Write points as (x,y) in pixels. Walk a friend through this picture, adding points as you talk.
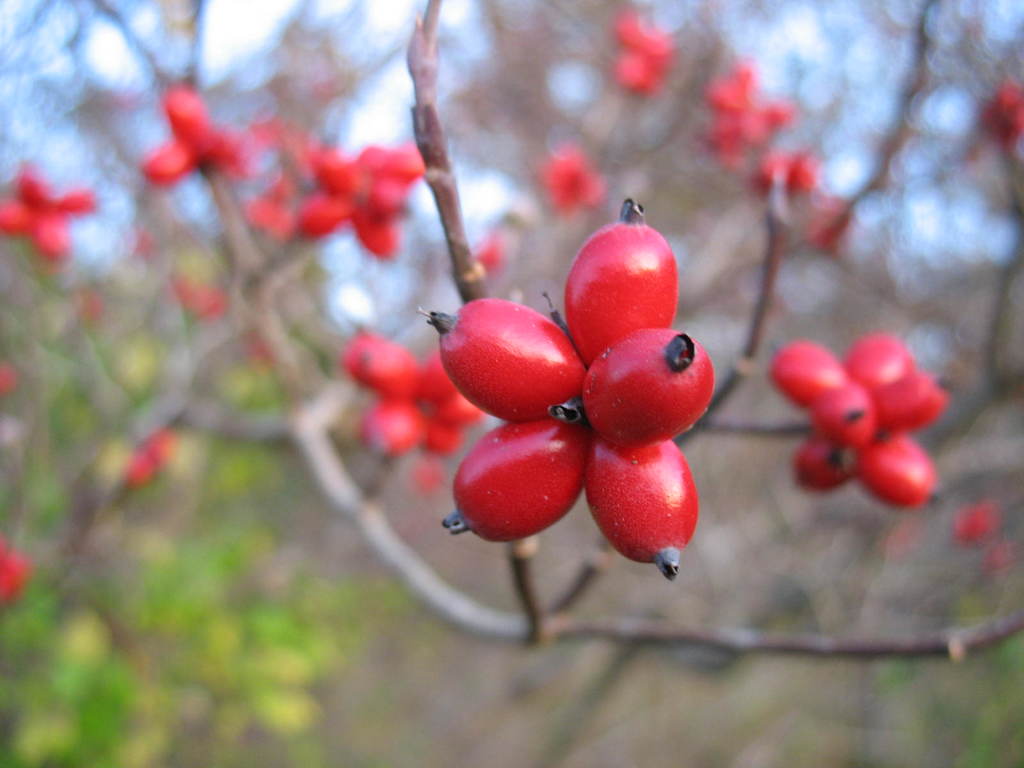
In the picture there are rose hip fruits (527,311) to the branch (428,59) of a tree (421,48) and the background of those fruits (581,450) is blur.
